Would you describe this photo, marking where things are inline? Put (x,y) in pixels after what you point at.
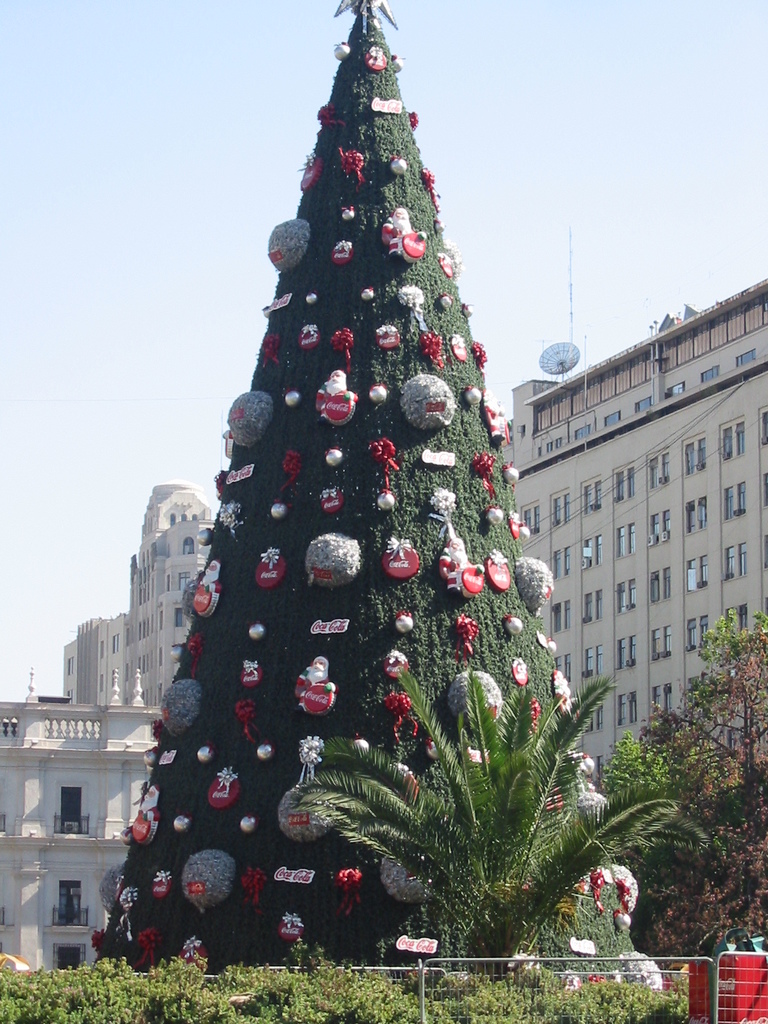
In the image there are some plants (395,1009) and trees (515,805) in the foreground (445,800), behind the tree (554,825) there is a huge christmas tree (393,727) and behind that there are other buildings (47,736).
